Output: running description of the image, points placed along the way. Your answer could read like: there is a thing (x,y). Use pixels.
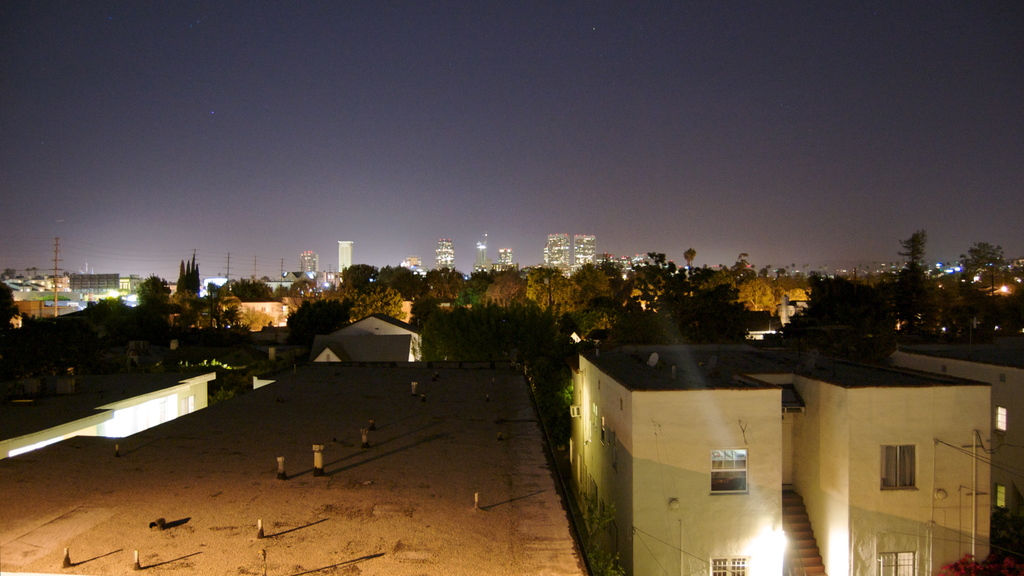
In this picture I can see the roof (17,483) of a building (285,428) in front (414,489) and on the roof (325,469) I see few things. In the middle of this picture (418,261) I can see number of buildings (646,355), trees (564,348) and few poles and wires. I can also see the lights (372,279). In the background (957,227) I can see the sky (238,166).
